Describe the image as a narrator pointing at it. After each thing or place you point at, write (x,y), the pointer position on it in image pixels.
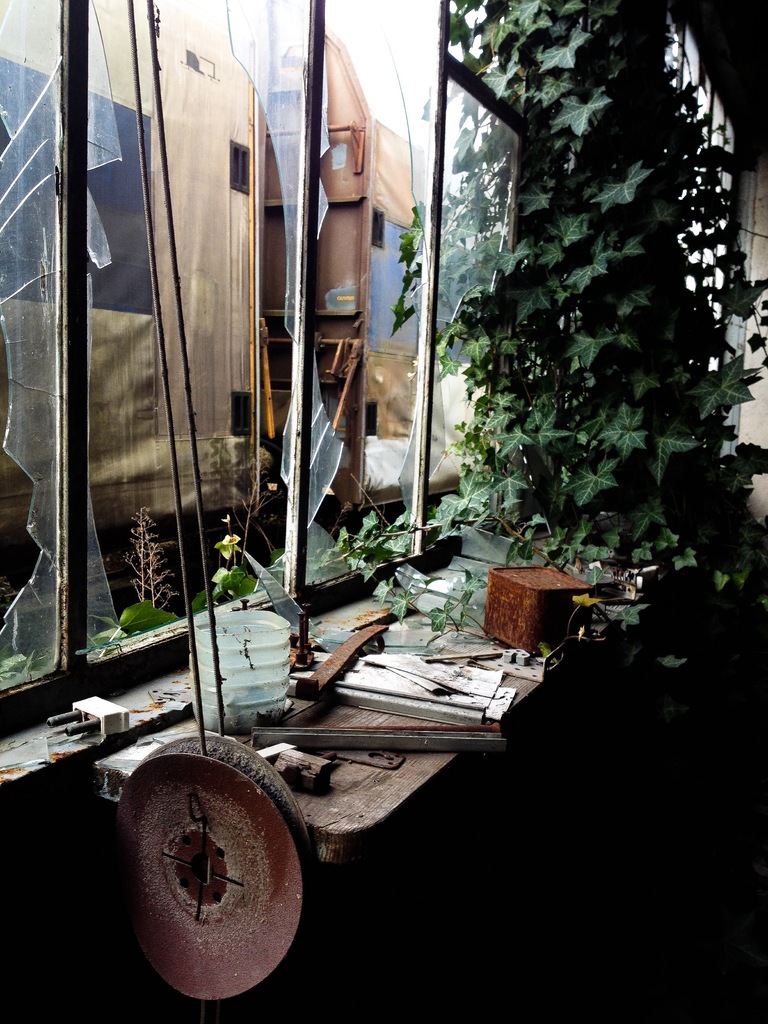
A broken glass window (299,271). in-front of this glass window (233,36) there is a table (347,779). Above this table (351,788) there is a box (542,595), plant (466,596) and objects (474,573). Through this glass window (305,425) we can see a wagon (383,286).
